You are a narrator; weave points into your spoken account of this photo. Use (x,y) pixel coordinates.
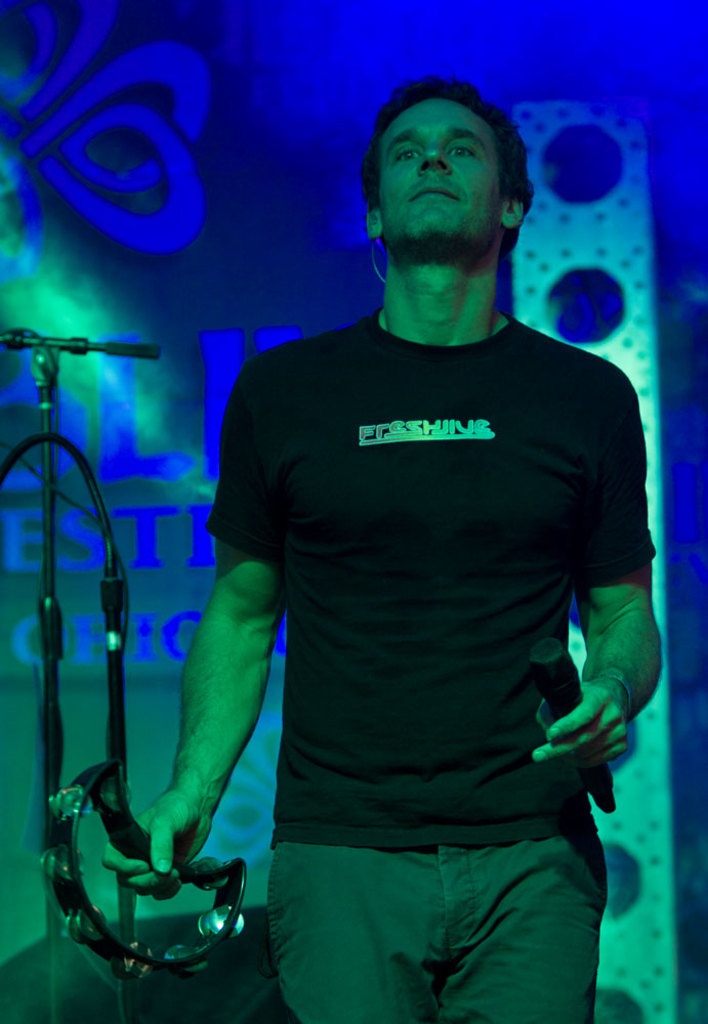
In the middle of the image (459,663) a man (448,563) is standing and holding a microphone (602,767) and musical instrument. Behind him there is a microphone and banner (564,184).
